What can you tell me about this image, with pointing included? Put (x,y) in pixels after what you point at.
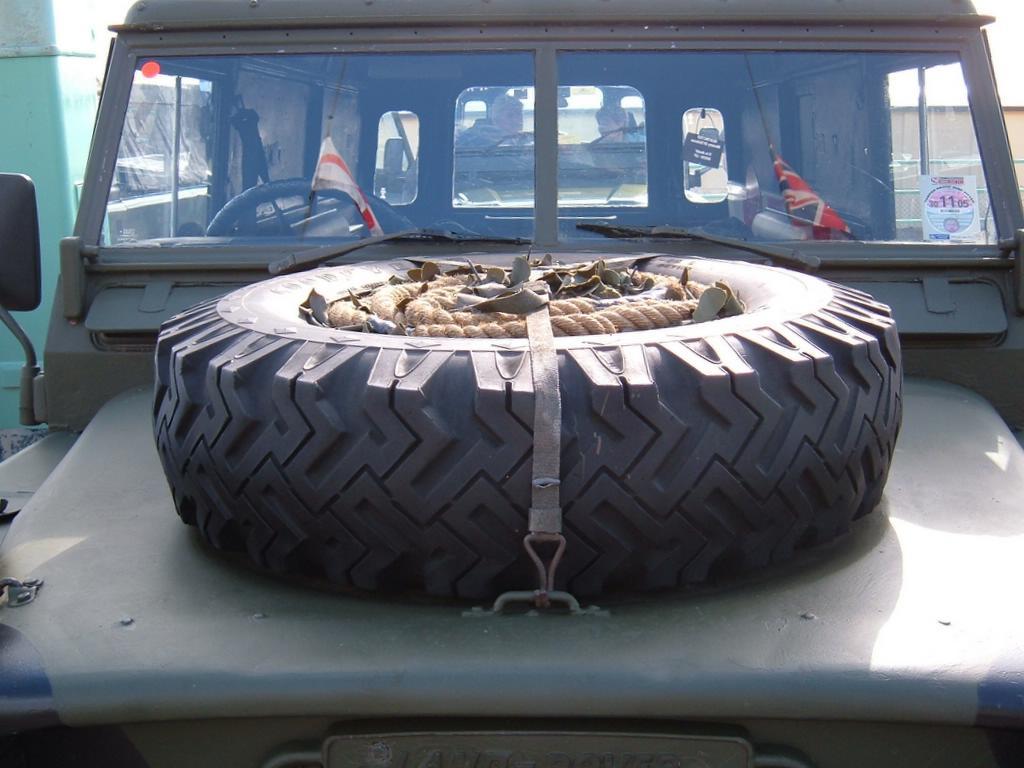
In this image there is a jeep (500,232). Inside the jeep (475,175) there are two flags (812,205), steering (276,193) and on top of the jeep (223,608) there is a tyre (589,388) with a rope (451,316) and at the back side (907,147) there is a building (959,145).
